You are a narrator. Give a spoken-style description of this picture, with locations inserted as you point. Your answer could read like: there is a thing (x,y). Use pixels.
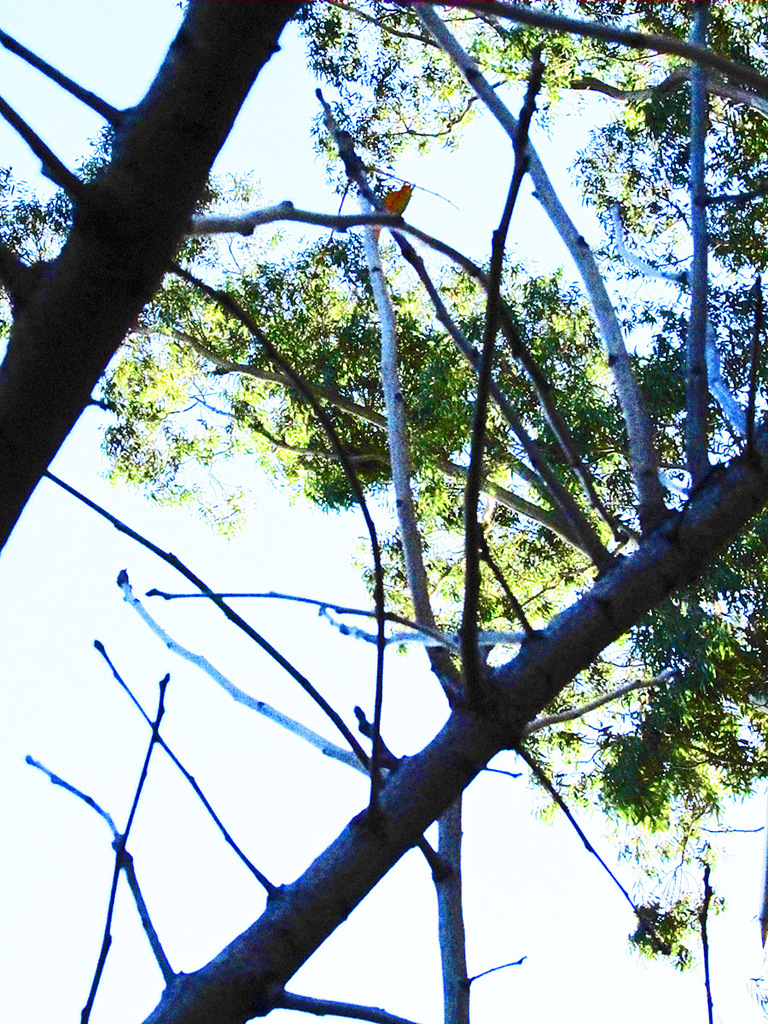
In this image we can see dried branches (531,671) of a tree (127,182), behind the dry branches (549,473) there is another tree (650,715).
